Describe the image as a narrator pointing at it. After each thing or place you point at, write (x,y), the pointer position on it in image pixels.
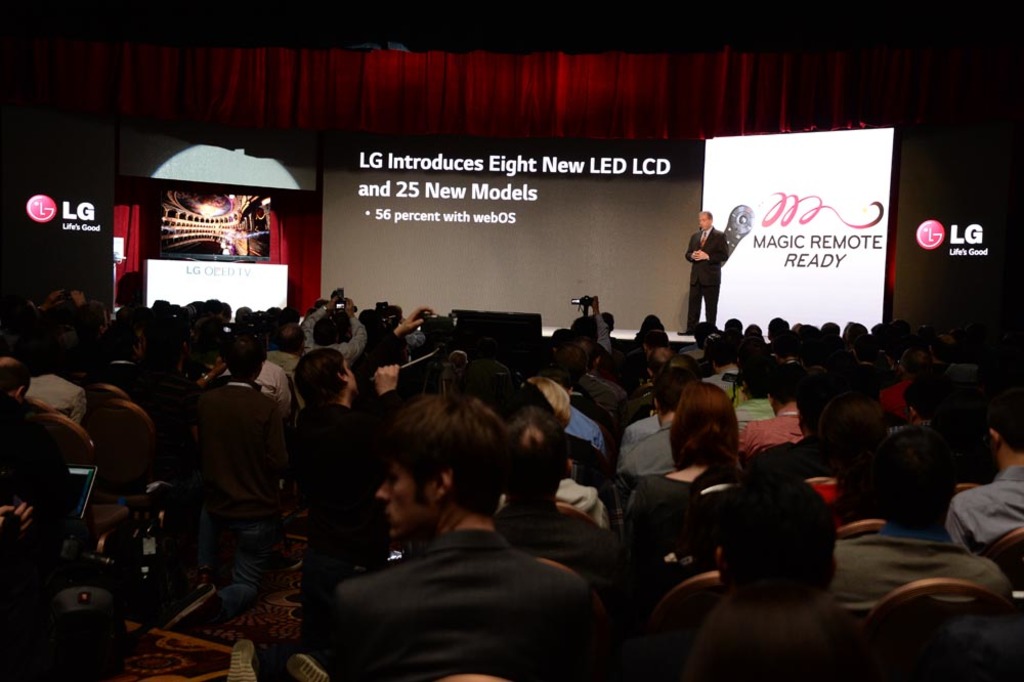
There are people (249,355) sitting in the foreground area of the image (483,428) and there is a person (709,255) on the stage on the right side (712,267). There are posters (349,198) and a curtain (456,124) in the background area (545,128).
